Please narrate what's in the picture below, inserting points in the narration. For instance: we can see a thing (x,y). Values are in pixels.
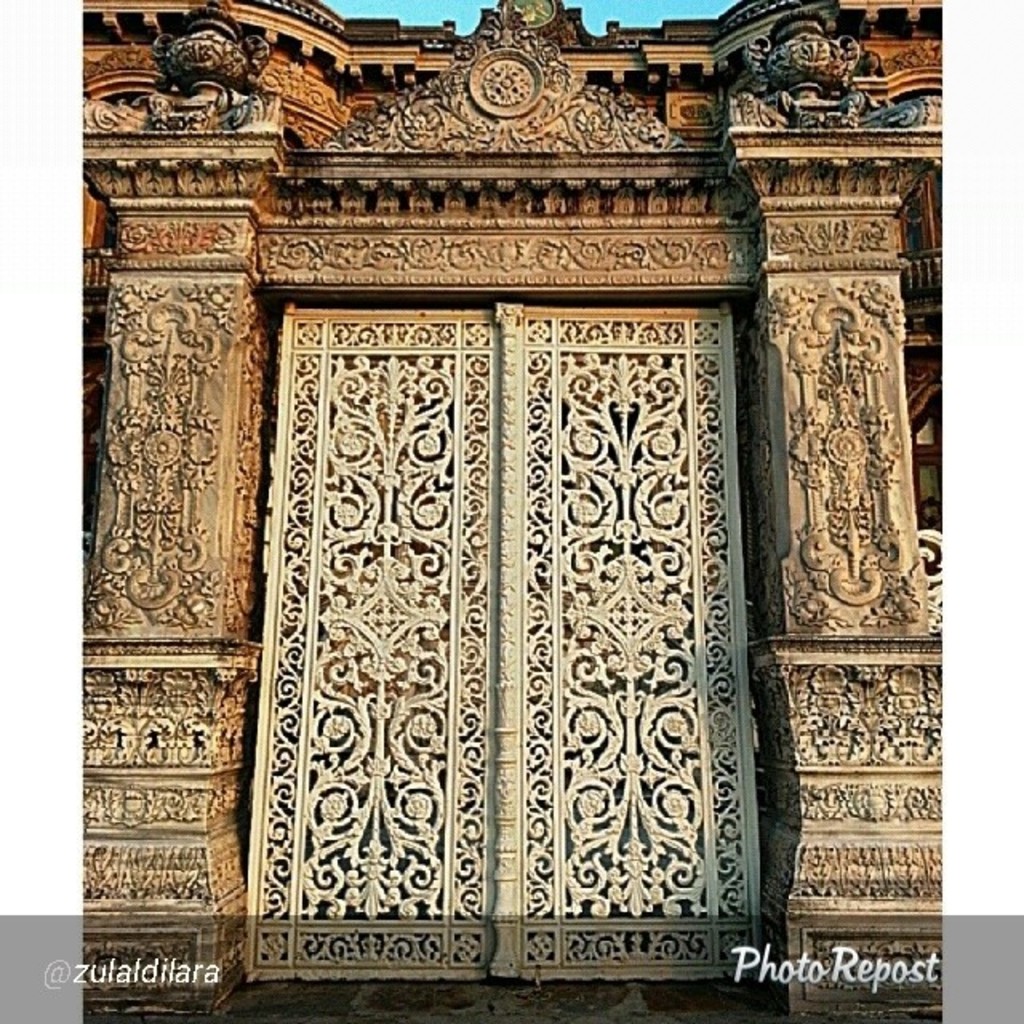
In this image we can see a carved pillar (243,469) and carved door (549,552).
